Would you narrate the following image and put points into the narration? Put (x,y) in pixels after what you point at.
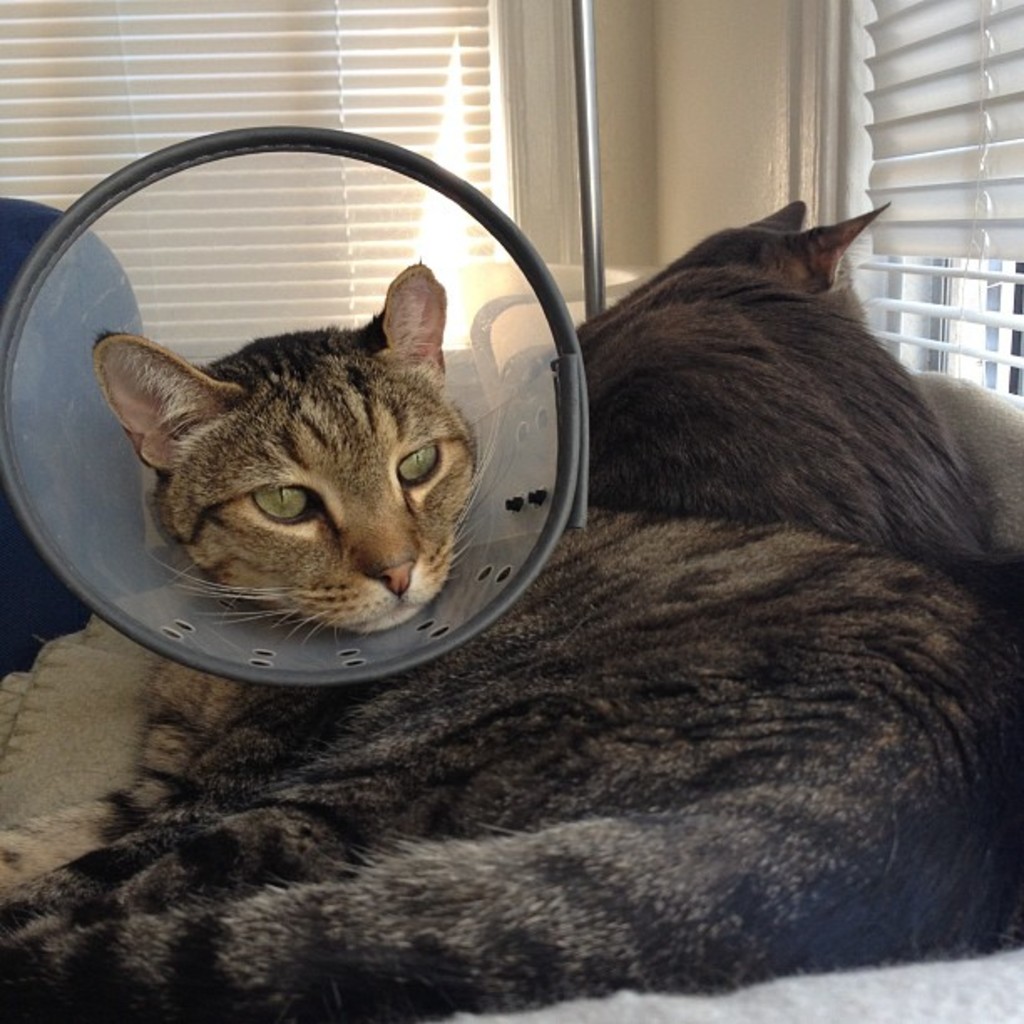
In this image there is a cat (320,686) placed her head (298,592) in an object (64,234), beside this cat (693,601) there is another cat (809,414). In the background (368,88) there are windows (264,69) and a rod (577,65).
